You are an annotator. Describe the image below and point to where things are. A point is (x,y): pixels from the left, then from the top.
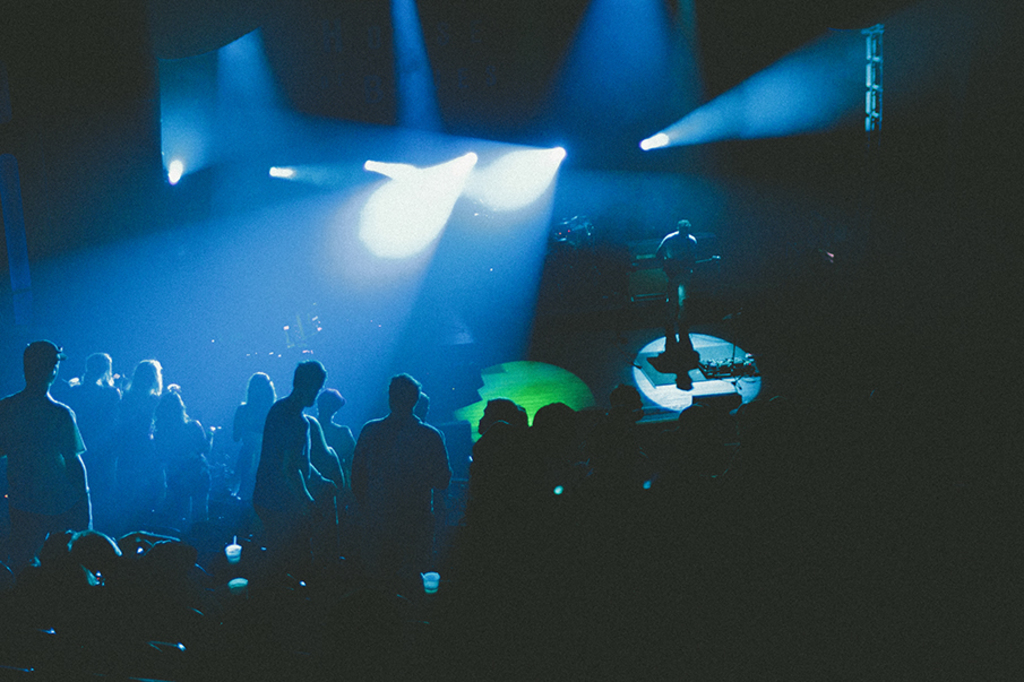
In this image we can see there are so many people (416,562) standing together in front of the stage (804,348) where we can see there is a person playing guitar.
